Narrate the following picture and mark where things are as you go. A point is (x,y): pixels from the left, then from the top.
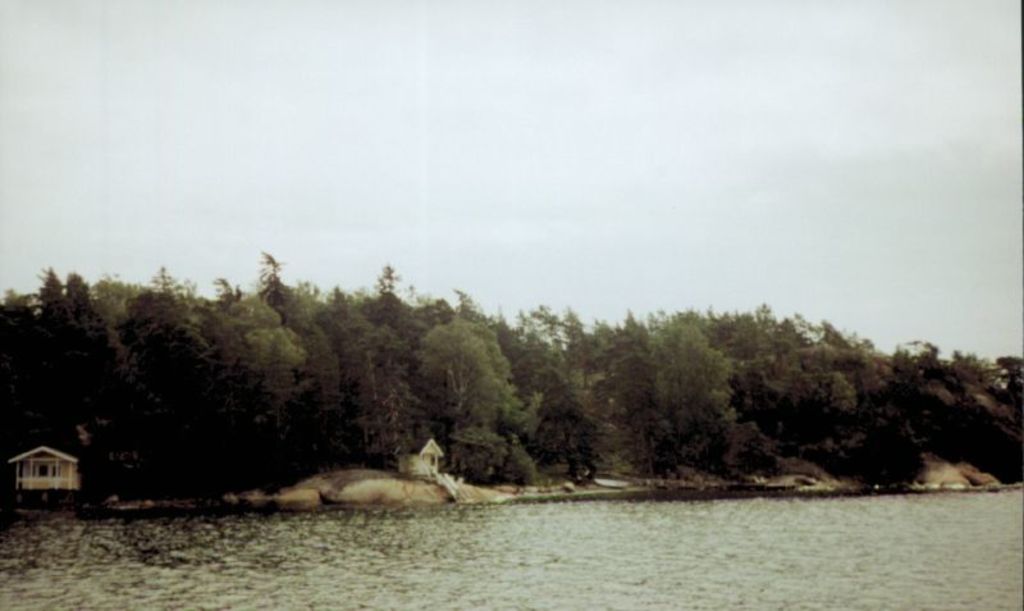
At the bottom (434,535) we can see water (233,583). There are houses (73,459) on the ground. In the background (520,421) there are trees (840,390) and clouds (608,185) in the sky (681,194).
